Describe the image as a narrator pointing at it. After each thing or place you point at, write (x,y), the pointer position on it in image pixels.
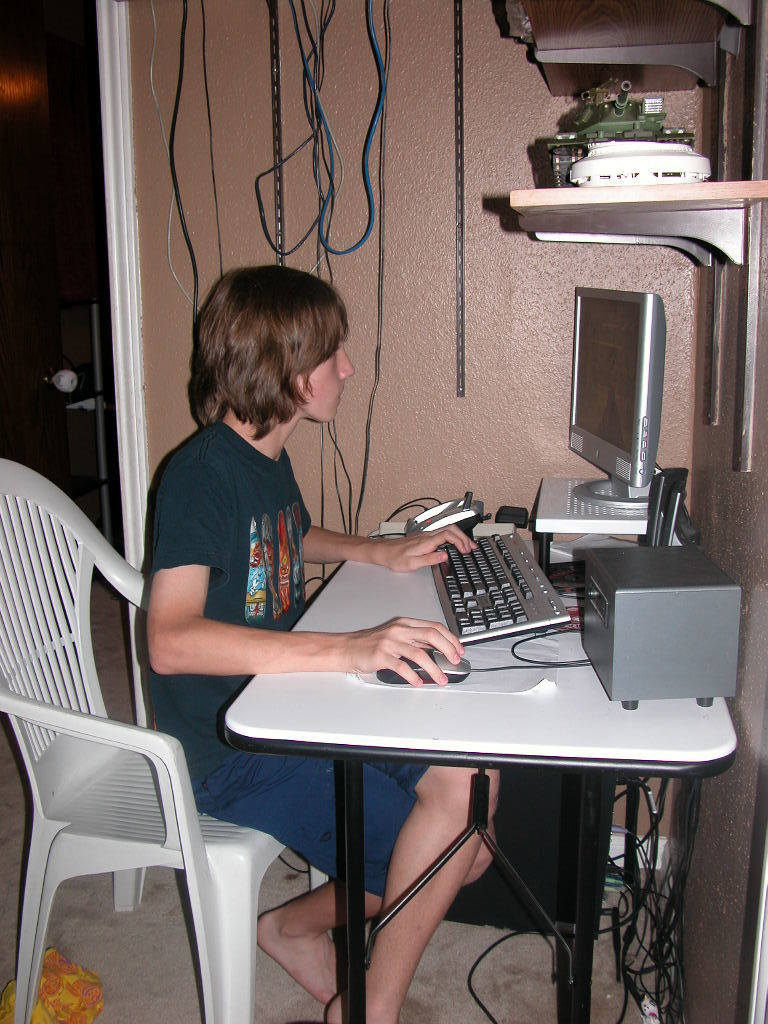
As we can see in the image, there is a person (222,629) sitting on white color chair (97,750). In front of him there is a table (523,695). On table (508,702) there is a paper (510,684), mouse (430,679), keyboard (517,559), system (596,433). Beside him there is a wall (415,215).
